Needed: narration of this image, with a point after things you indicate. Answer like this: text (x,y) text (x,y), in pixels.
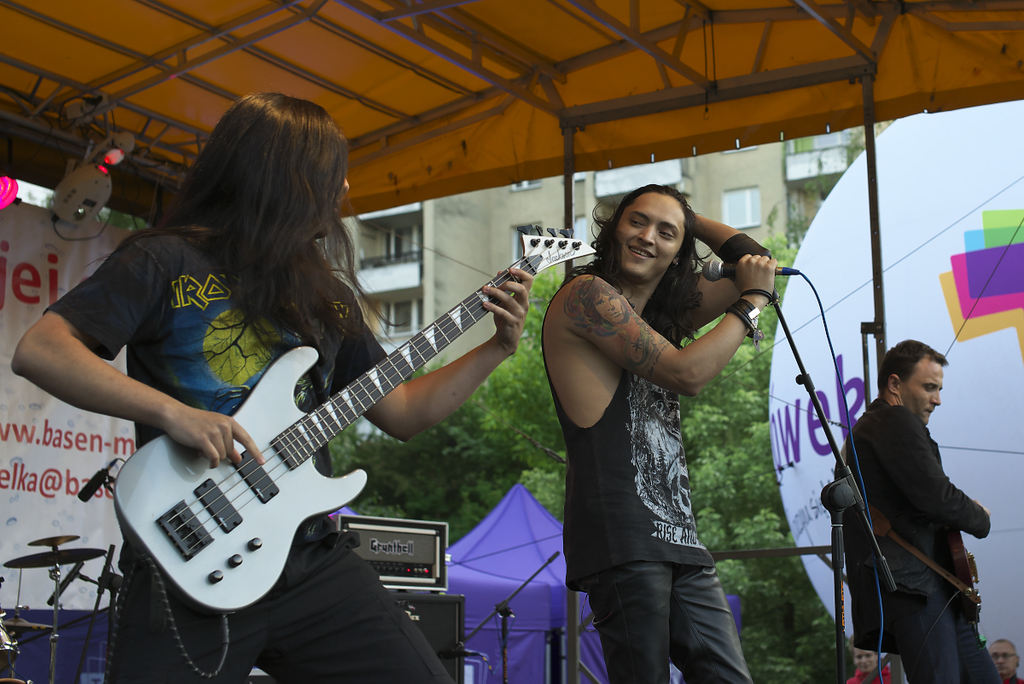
the picture contains there are some people (318,404) performing on the stage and some people (938,550) is playing the guitars (349,403) behind the persons (664,420) the big trees (542,405) are there and buildings (512,238) are there.
